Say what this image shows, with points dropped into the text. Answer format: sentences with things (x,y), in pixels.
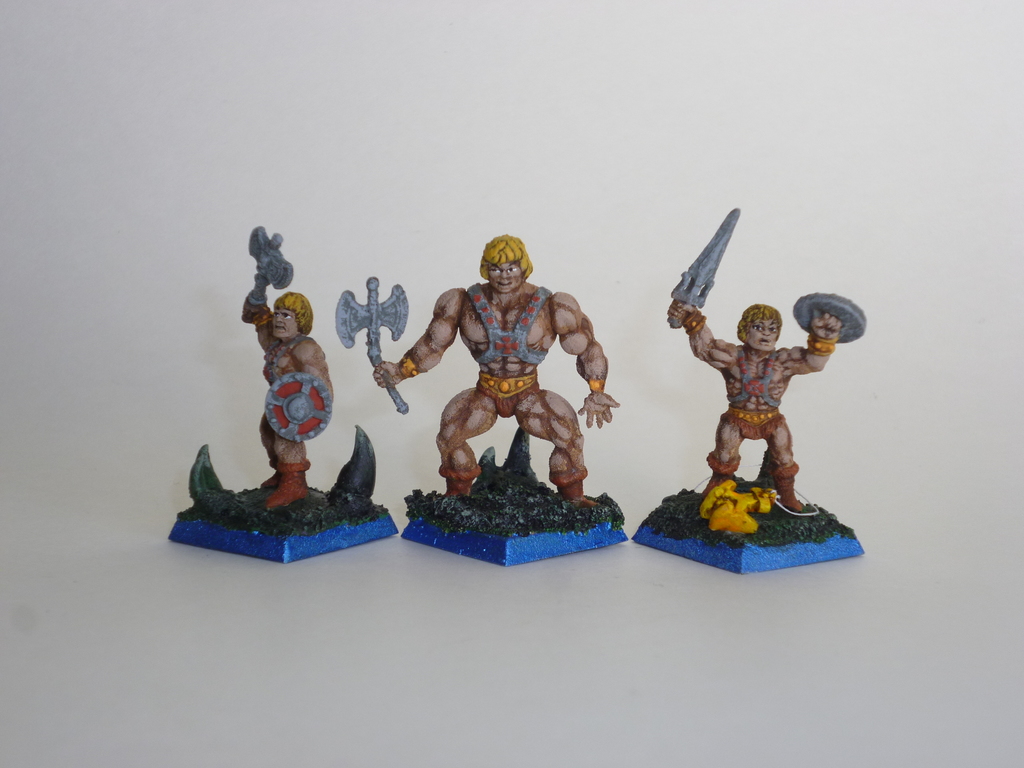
In this image we can see sculptures (573,353).
